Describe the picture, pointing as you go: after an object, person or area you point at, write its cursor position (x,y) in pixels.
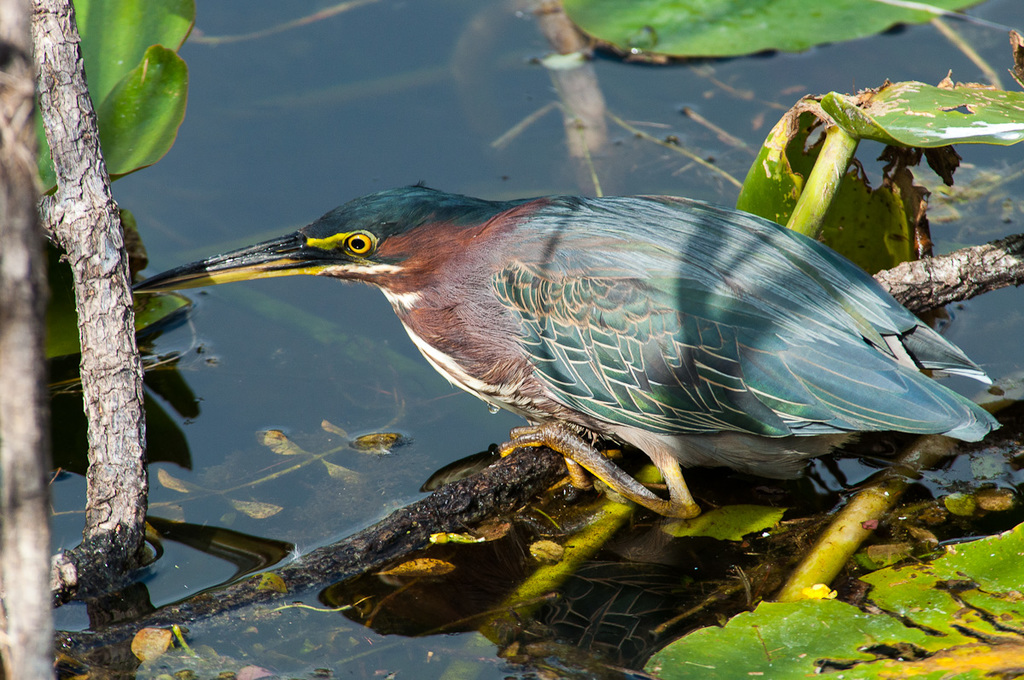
In this picture I can see there is a bird (846,275) sitting on a stem (418,522) of a tree (224,606) and there is water (387,127) here and there are some twigs (60,124) and leaves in water (354,491).
